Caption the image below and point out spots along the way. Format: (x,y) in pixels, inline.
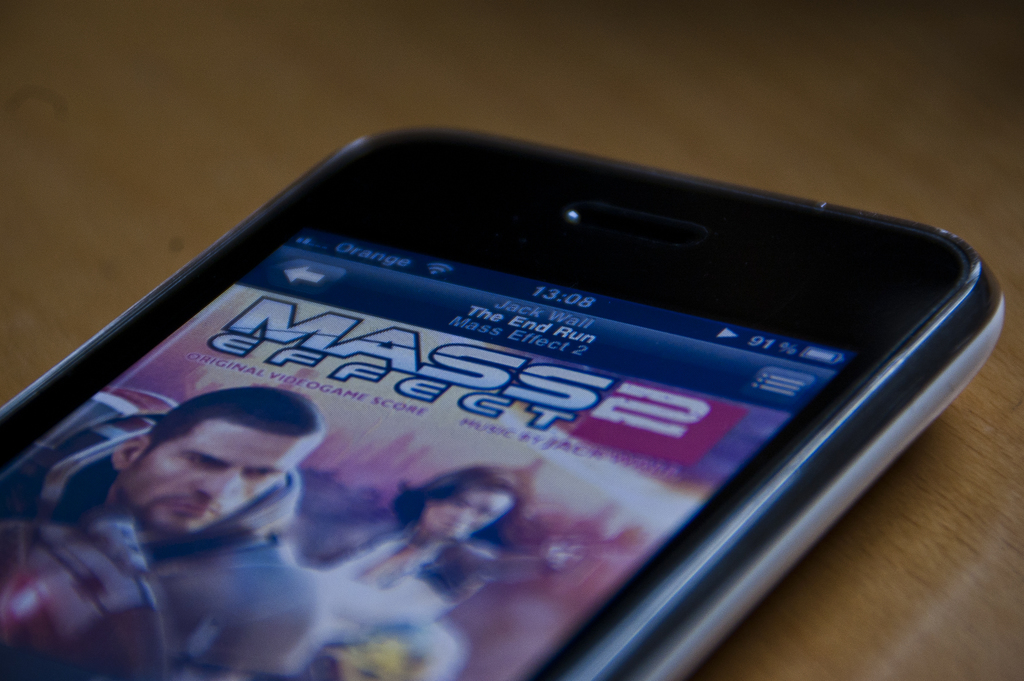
In the image we can see wooden surface (777,152), on it we can see electronic device (578,526) and the screen (461,465).
